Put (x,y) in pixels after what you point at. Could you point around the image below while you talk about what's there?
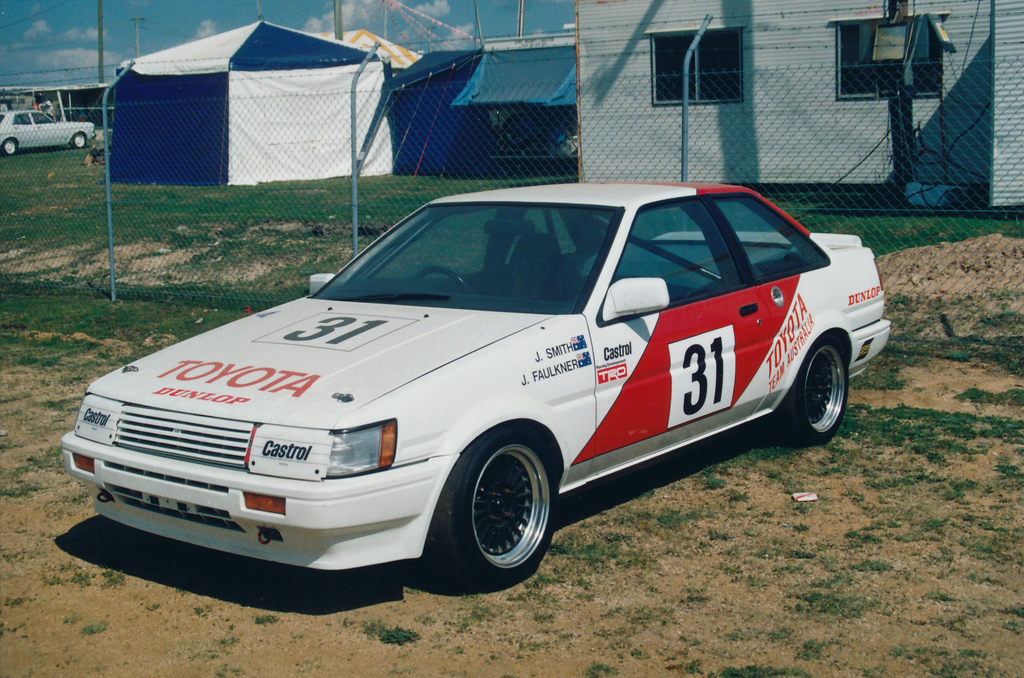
In the foreground of the picture (499,220) there is a car (503,268). In the center of the picture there is fencing (112,87). In the background (397,63) there are tent (309,39), canopy (565,56), building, car (13,136) and other objects (538,43).
